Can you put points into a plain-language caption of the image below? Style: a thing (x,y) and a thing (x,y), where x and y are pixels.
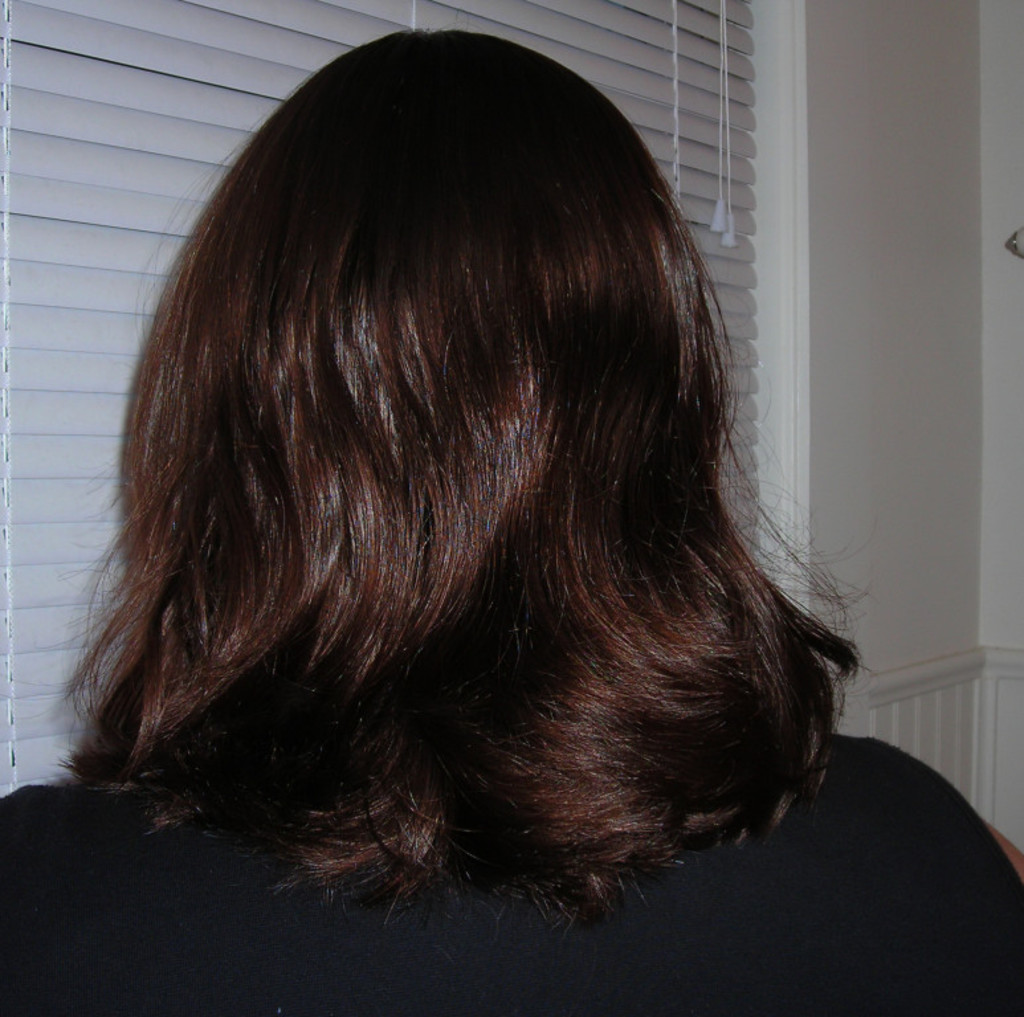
In this image we can see a lady (431,617). In the background of the image (867,303) there is a wall (829,128). There is a window (102,55).
